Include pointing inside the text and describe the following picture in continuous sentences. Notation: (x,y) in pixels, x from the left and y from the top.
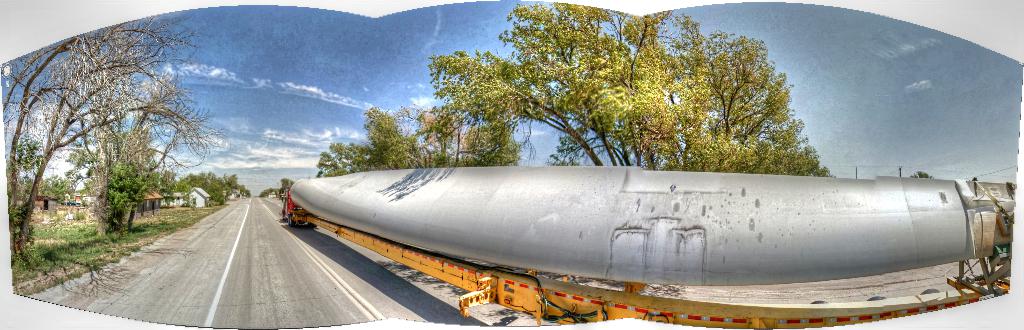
In this image I see a vehicle (645,314) over here and I see the road (231,274) and I see the trees (86,47) and in the background (163,199) I see the houses (157,208) and I see the sky (281,106).
